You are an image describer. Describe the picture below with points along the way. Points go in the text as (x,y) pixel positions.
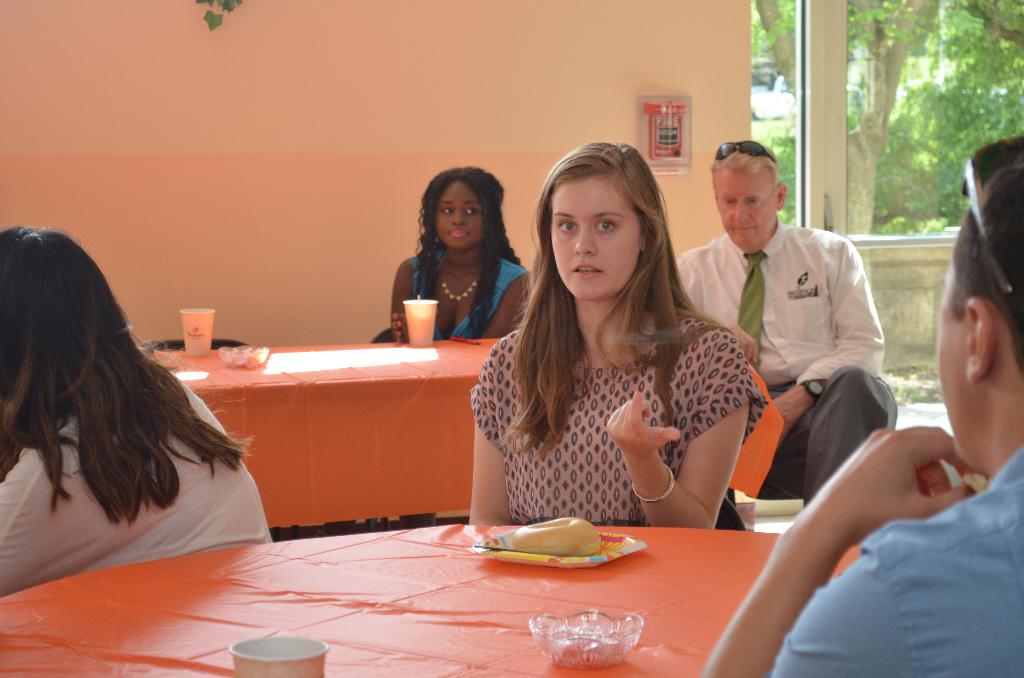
I can see some persons (878,464) sitting around the table (407,577) one of the person (577,504) is having donut (561,536) in her plate (601,561). In the back ground (891,126) i could see some trees (868,105) and wooden glass door (779,104) and orange color wall (285,106).
